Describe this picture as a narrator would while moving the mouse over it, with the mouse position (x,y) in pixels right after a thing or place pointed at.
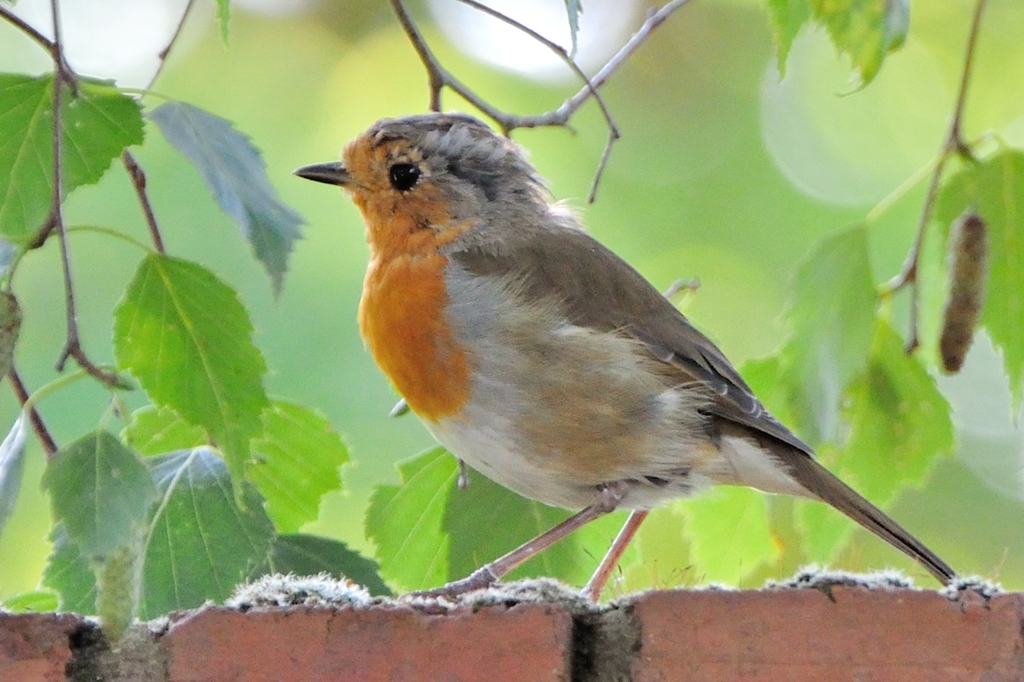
In this image, we can see a bird (394,377) sitting on the wall (470,640), we can see some green leaves (3,468).
